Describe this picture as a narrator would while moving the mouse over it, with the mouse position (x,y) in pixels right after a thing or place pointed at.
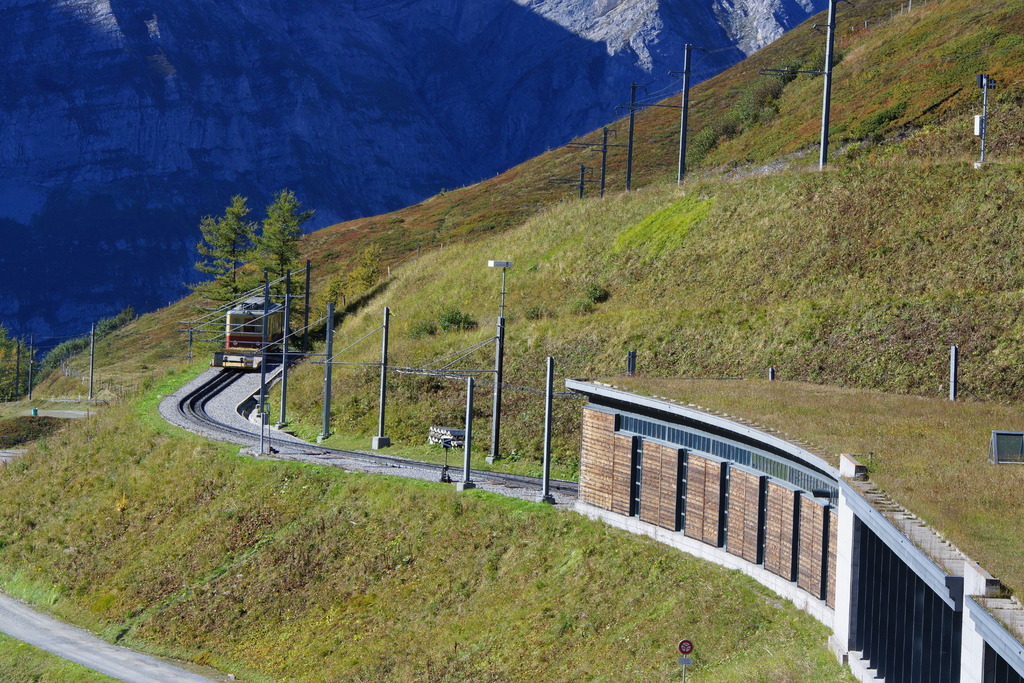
This is an outside view. On the ground (312,529), I can see the grass (604,272). On the left side (241,325) there is a train (239,353) on the railway track (366,469). On the right side (755,478) there is a tunnel (804,567). On both sides of the track (230,434) there are many poles (263,362). On the left side (217,290) there are trees (219,244). In the background (333,56) there are mountains (323,105).
